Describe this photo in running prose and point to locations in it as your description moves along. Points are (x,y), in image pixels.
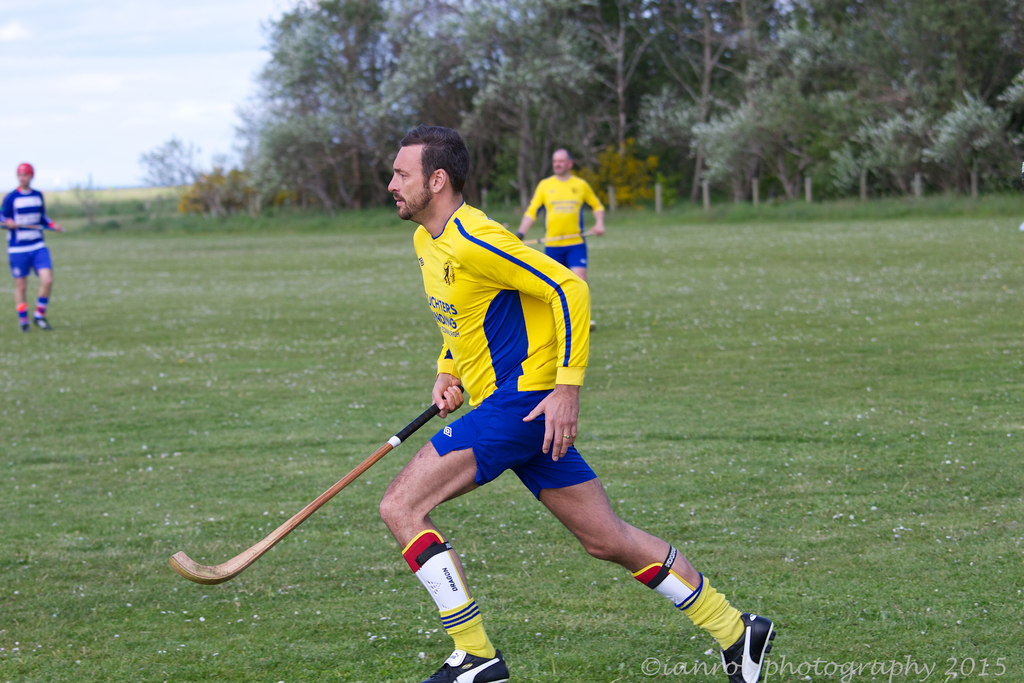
In this image we can see the player (446,426) holding the hockey stick (242,565) and running on the playground (453,532). We can also see two other players (43,232) in the playground (590,237). Image also consists of trees (530,80), some wooden rods (754,185), grass (133,243) and also the sky (137,103). In the bottom right corner (906,669) there is text (959,667).
